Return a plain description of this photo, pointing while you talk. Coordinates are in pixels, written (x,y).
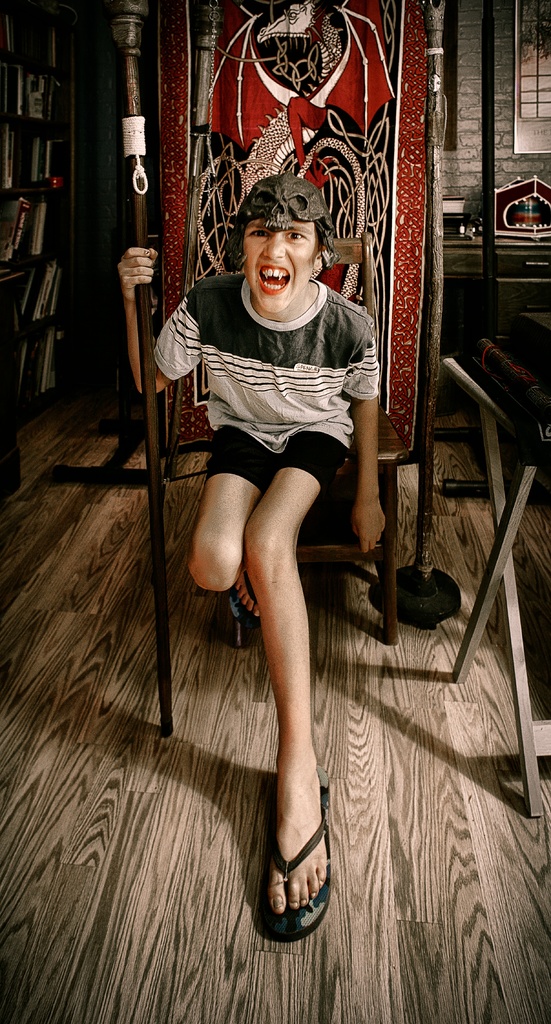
A person (365,506) is sitting on the chair (391,544) behind this there is a wall (459,176).
